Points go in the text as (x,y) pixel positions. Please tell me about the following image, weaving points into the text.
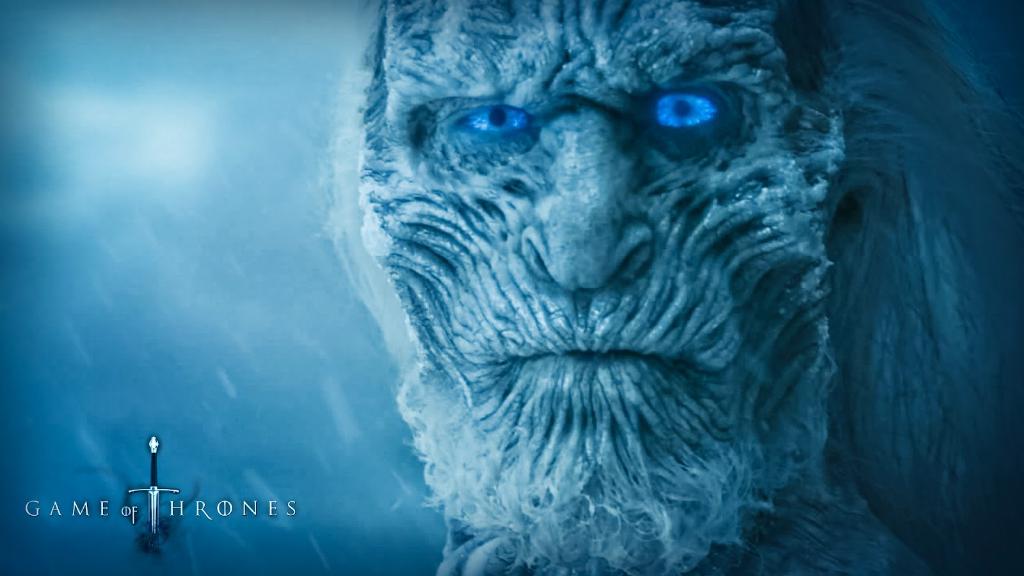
In this image I can see a face (759,131). This is an animated picture. In the left bottom corner (166,515), I can see some text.
